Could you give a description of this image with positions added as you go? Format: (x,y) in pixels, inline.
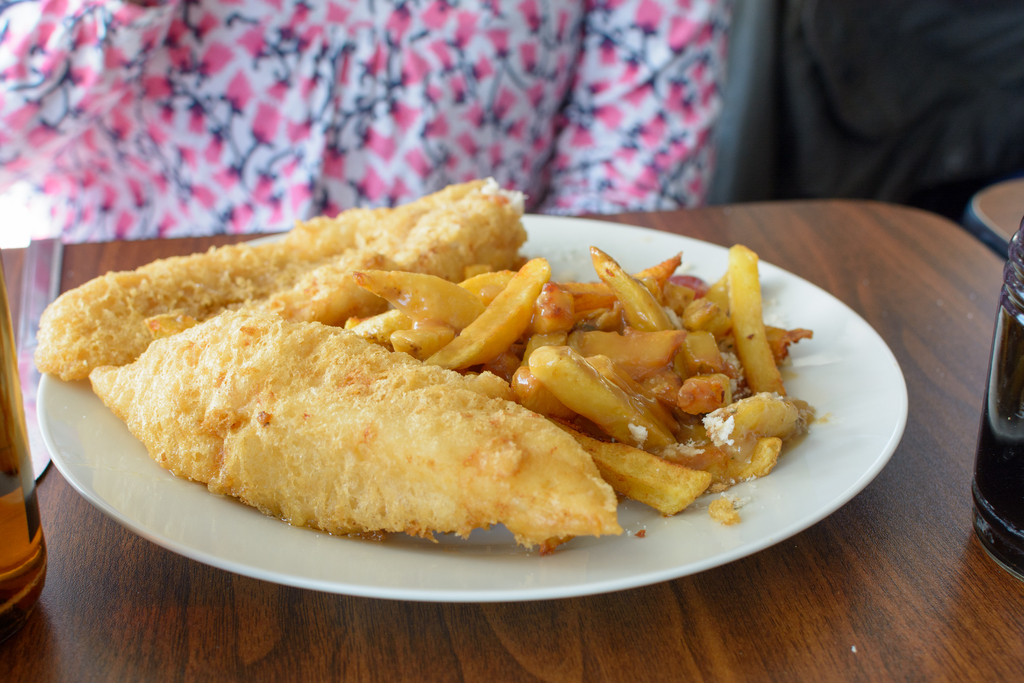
In this picture we can see some food (487,422) in the white plate (385,544), placed on the wooden table top (925,571). Behind there is a woman (342,157) wearing white and pink dress (278,77), sitting on the chair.
